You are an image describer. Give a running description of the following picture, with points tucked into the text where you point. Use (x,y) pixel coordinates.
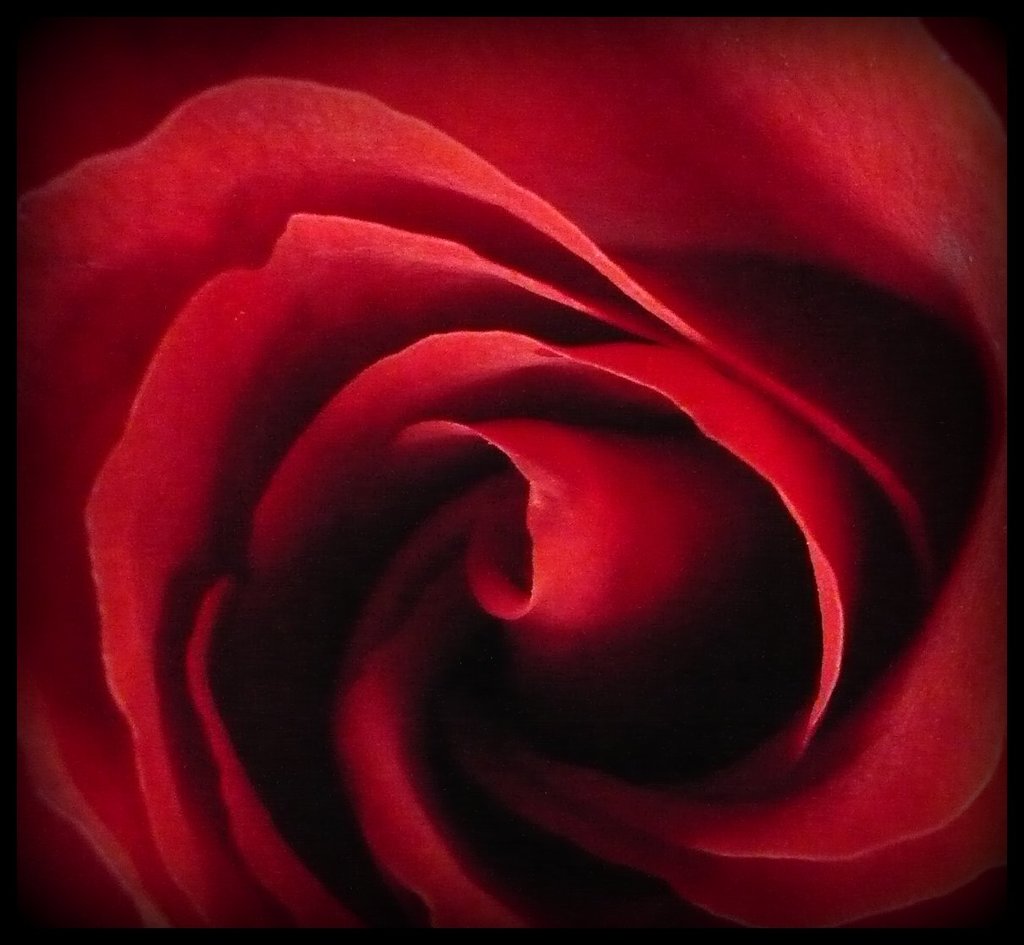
This is a zoomed in picture of a rose (586,648).
